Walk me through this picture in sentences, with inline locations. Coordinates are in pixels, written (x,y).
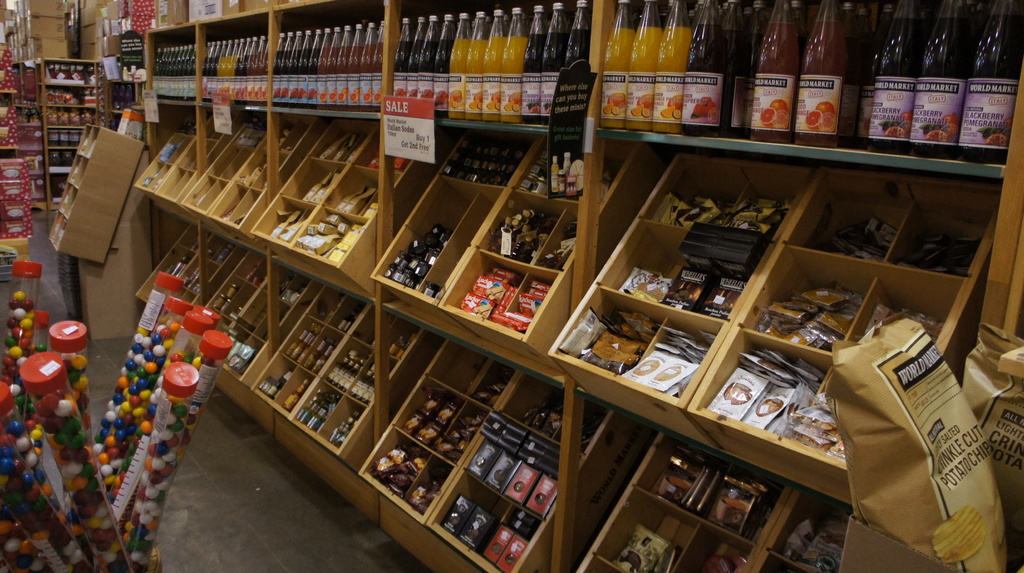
In this image, we can see many packets (657,295) in the racks (688,392) and there are juice bottles (291,70) and we can see boards (134,58), boxes (126,227) and some other packets (901,460). On the left (88,374), we can see some food items (116,388) and at the bottom (260,530), there is floor (234,527).
